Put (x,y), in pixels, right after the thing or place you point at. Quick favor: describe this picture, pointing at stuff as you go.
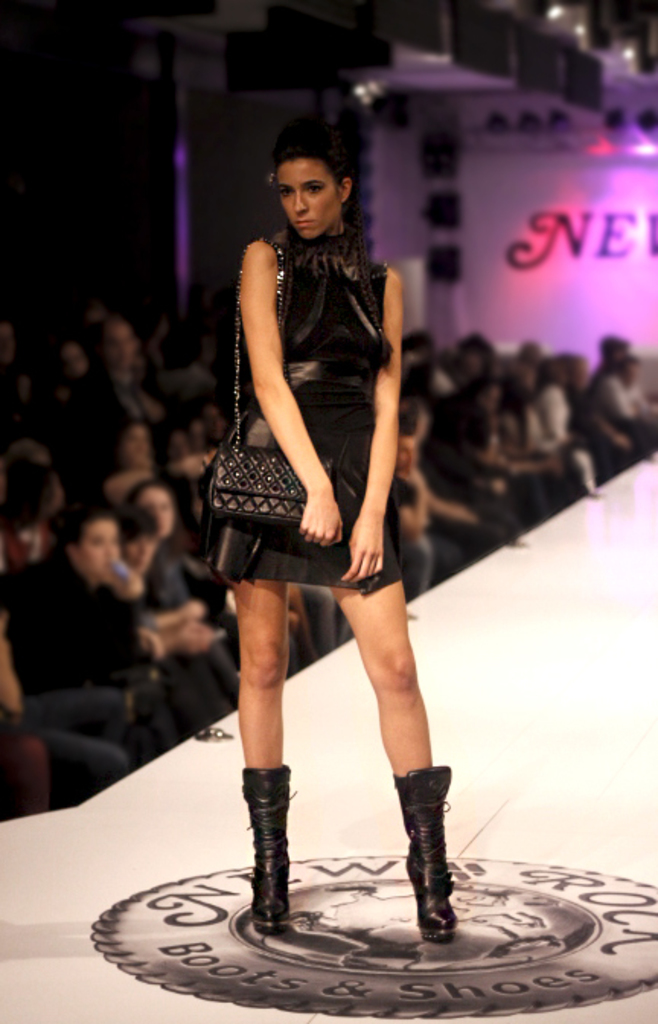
In this image I can see a person (274,621) standing and wearing the bag (239,510). To the right of this person (342,185) there are group of people (187,537) sitting. In the background (514,263) there is a board (528,233).
